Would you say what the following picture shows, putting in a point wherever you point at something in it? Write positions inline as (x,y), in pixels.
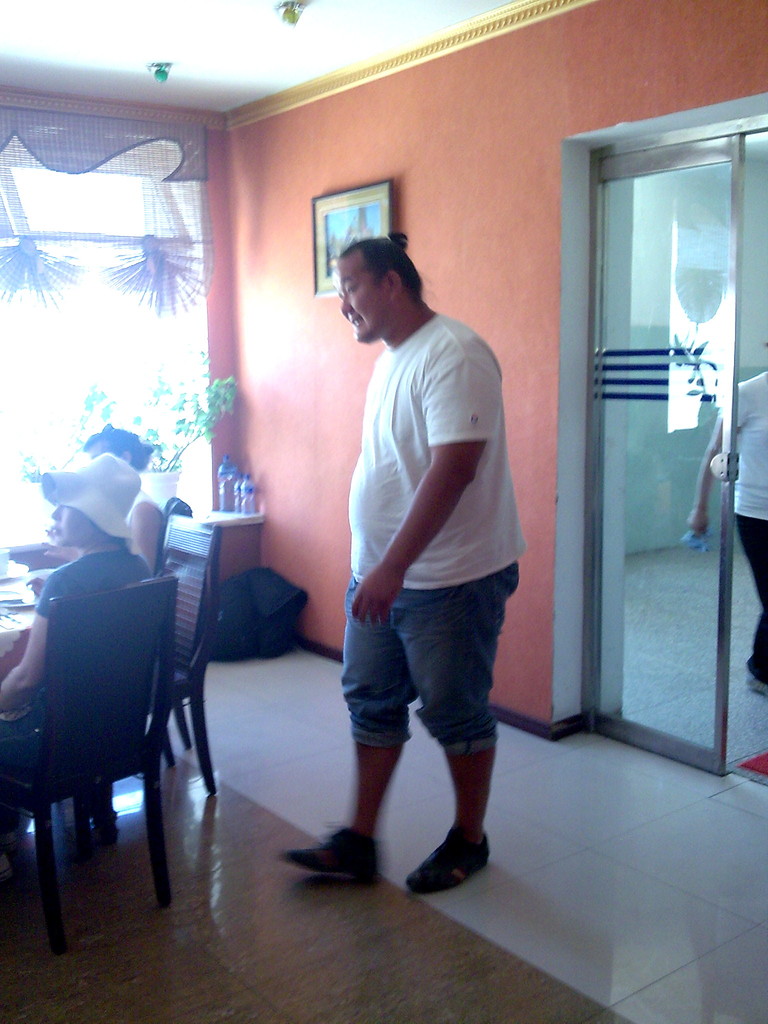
In middle of the image (462,467) a person (393,282) is walking. To the left side of the image (211,623) two persons (143,451) are sitting on chair (49,623) before a table (7,642) having a cup (9,563) on it. At the window (152,445) there is a pot (148,491) along a plant (152,445). Beside there is a table (222,511) having bottles (234,497) on it. On the floor (287,664) there is a bag (237,611). To the right side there a person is near the door (659,711). A picture frame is fixed to the wall (688,52).
